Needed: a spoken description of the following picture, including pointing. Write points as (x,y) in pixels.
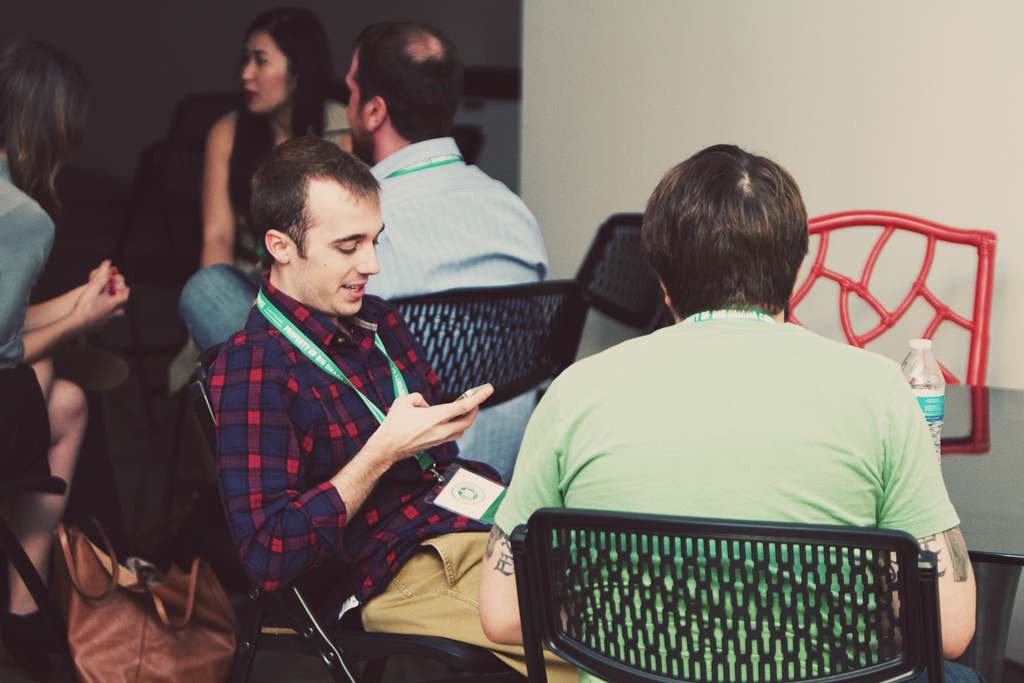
In this picture there are two men (500,640) sitting on the chair (483,664), one of them is operating his mobile phone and talking and there is a water bottle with them. On the backside (56,112) there are three people (61,128) sitting and discussing among them two of them of women (95,298) and there is a handbag (66,554) kept on the floor (144,541) and on the right side (722,105) there is a wall (761,88).
